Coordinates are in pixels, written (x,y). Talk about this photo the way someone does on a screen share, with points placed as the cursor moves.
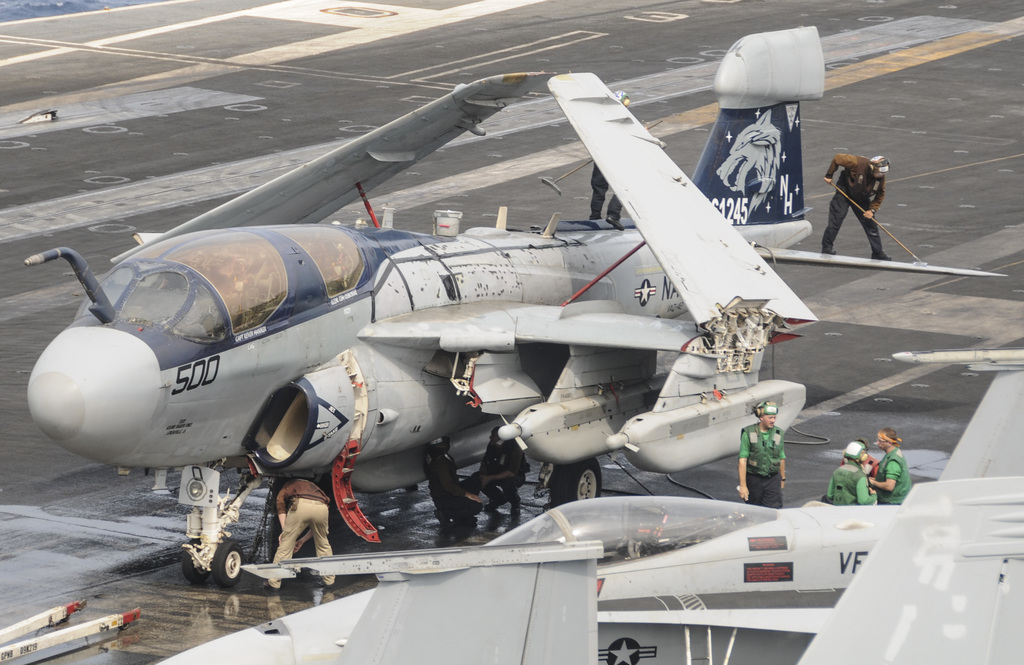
There are people (864,480) and this person (865,196) holding a wiper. We can see airplanes (616,522) on the surface (72,542).
